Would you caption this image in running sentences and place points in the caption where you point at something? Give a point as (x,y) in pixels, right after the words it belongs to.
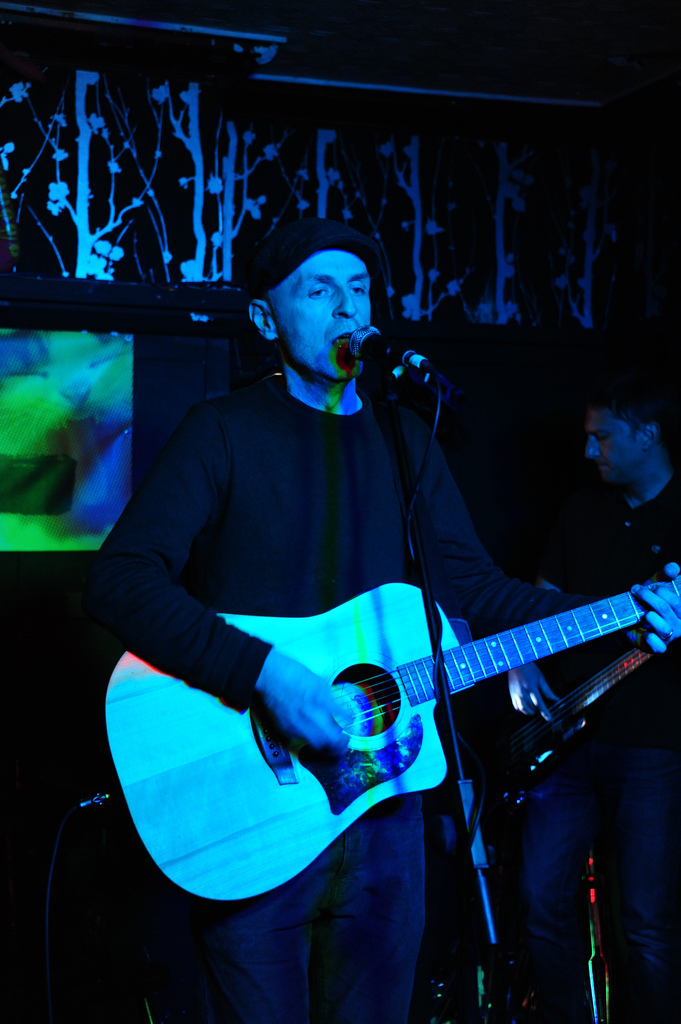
A man (258,413) is singing with a mic (366,333) in front of him. He wears dark color clothes (301,511) and a cap (340,249).
